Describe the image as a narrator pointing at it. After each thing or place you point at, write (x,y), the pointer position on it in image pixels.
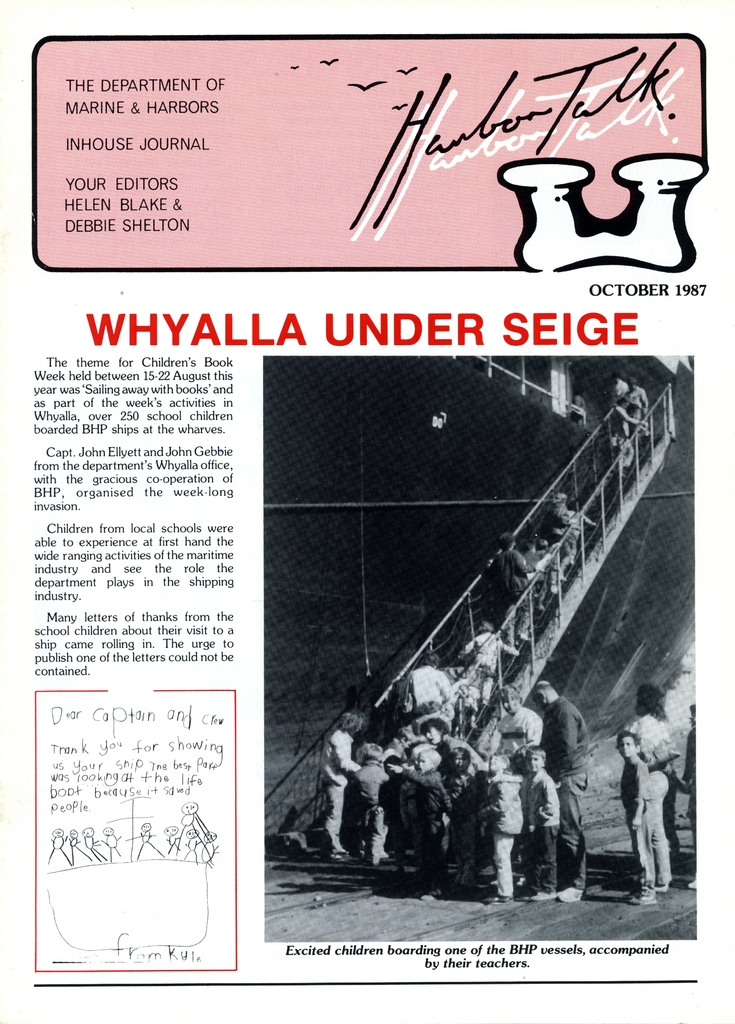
There is a poster (382,531). There is a black and white image (639,629) at the right (609,459). People (616,389) are standing on the stairs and other people (463,834) are standing on the floor (269,907).
